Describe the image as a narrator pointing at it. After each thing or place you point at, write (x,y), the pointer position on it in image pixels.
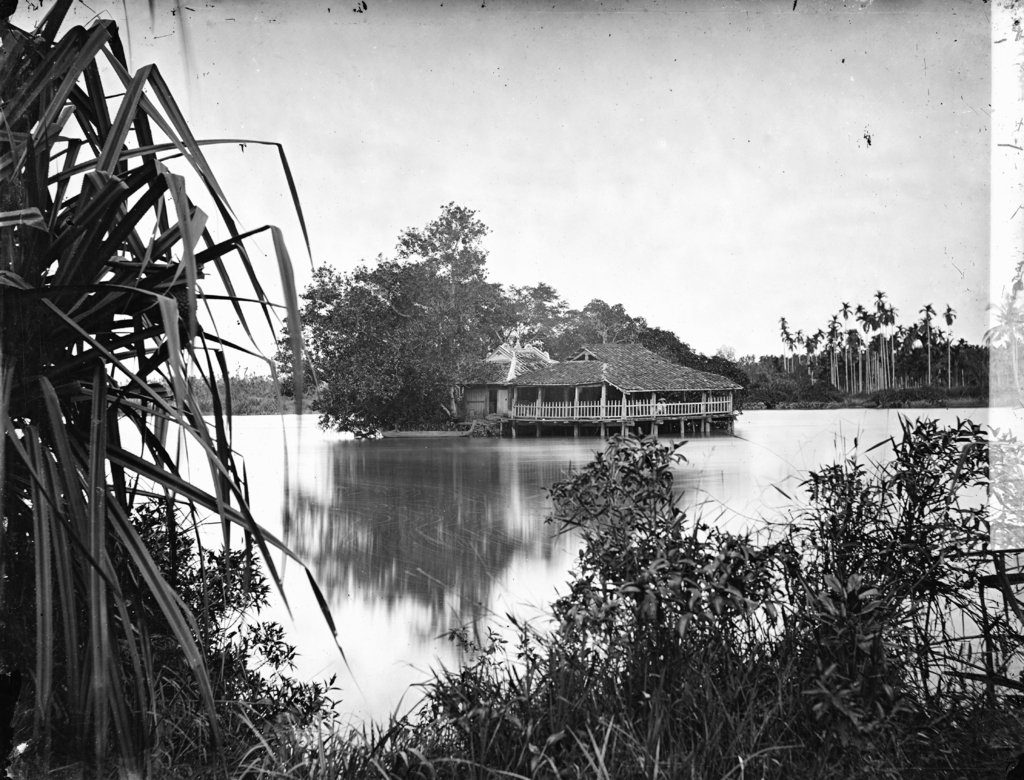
In this image in the front (66,150) there are plants (654,631). In the center (455,466) there is water (482,511) and on the water (772,451) there is a house (530,383) and there is a plant (386,363). In the background (522,325) there are trees (862,356) and the sky (762,98) is cloudy.
